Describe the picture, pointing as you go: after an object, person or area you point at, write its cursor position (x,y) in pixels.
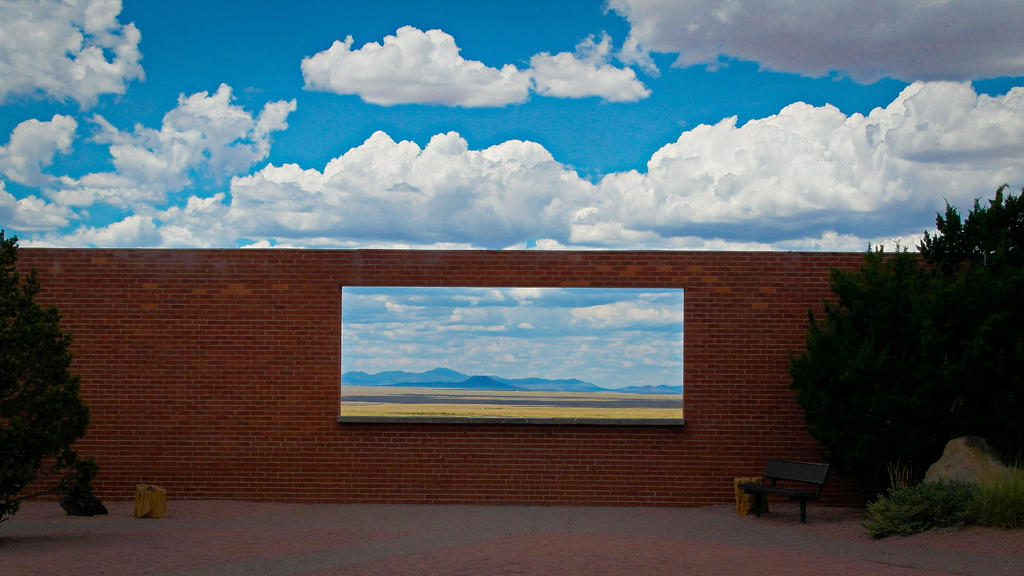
This image is a real image. At the top of the image (195,101) there is a sky (269,129) with clouds (188,139). At the bottom of the image (291,545) there is a ground (235,544). In the middle of the image (675,273) there is a wall (203,335) with a hole (506,346) and through the hole (472,348) we can see there are few hills (560,381) in the background (605,388). On the left (56,391) and right sides of the image there are a few plants (923,307).
